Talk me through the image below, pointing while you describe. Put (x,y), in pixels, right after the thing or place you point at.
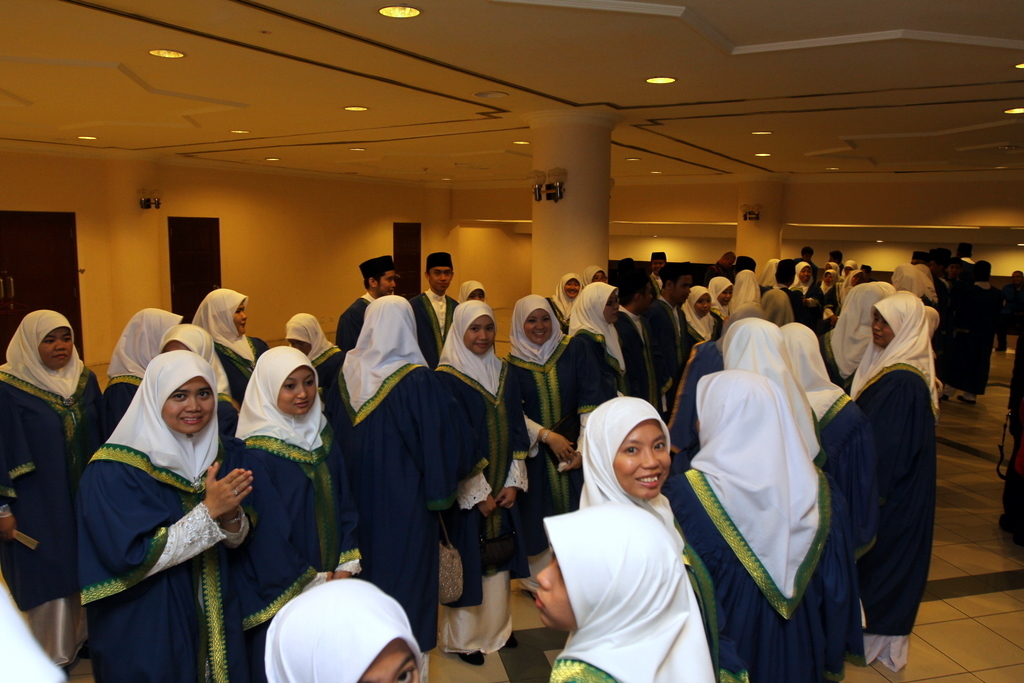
In this image, we can see people (236,647) and some are wearing caps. At the top (367,63), there are lights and we can see a roof (749,147) and some pillars (532,222). At the bottom (941,611), there is a floor (950,633).
